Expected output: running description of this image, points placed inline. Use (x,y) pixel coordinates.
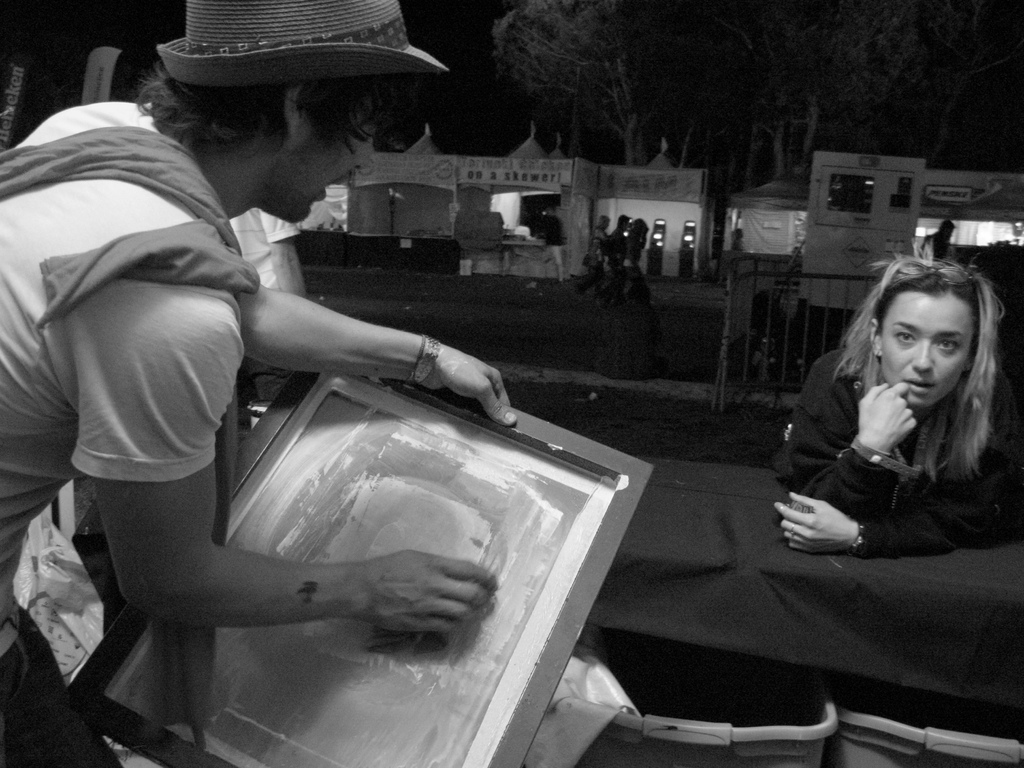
In the picture we can see a man (185,315) holding a board (592,595) and drawing something in it and in front of him we can see a woman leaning on the desk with a table cloth (706,597) on it and behind her we can see a railing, tents (445,219) and some people (604,218) standing near it and in the background (579,82) we can see a trees (715,112) in the dark.
